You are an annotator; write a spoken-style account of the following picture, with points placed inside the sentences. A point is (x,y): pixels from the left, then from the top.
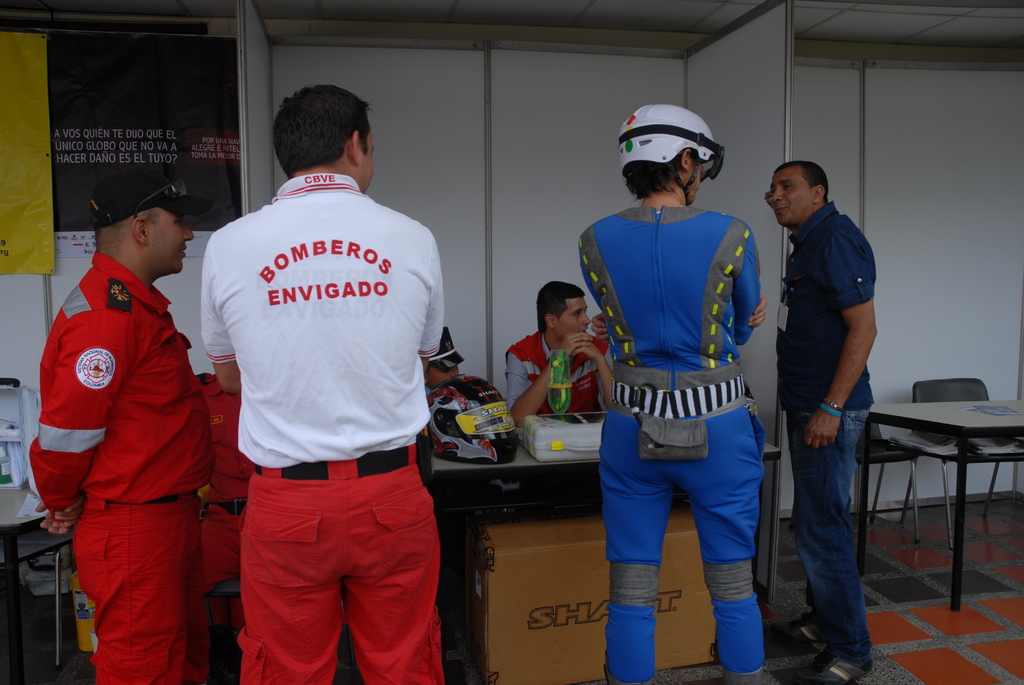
In this image we can see a four persons (81,569) who are standing and the person (816,499) on the right side (795,440) is speaking. In the background (605,372) we can see two persons (509,367) who are sitting. This is a table (514,467) where a helmet (495,458) is kept on it. Here we can see a table (973,430) and chair (939,400) arrangement which is on the right side (916,394).
